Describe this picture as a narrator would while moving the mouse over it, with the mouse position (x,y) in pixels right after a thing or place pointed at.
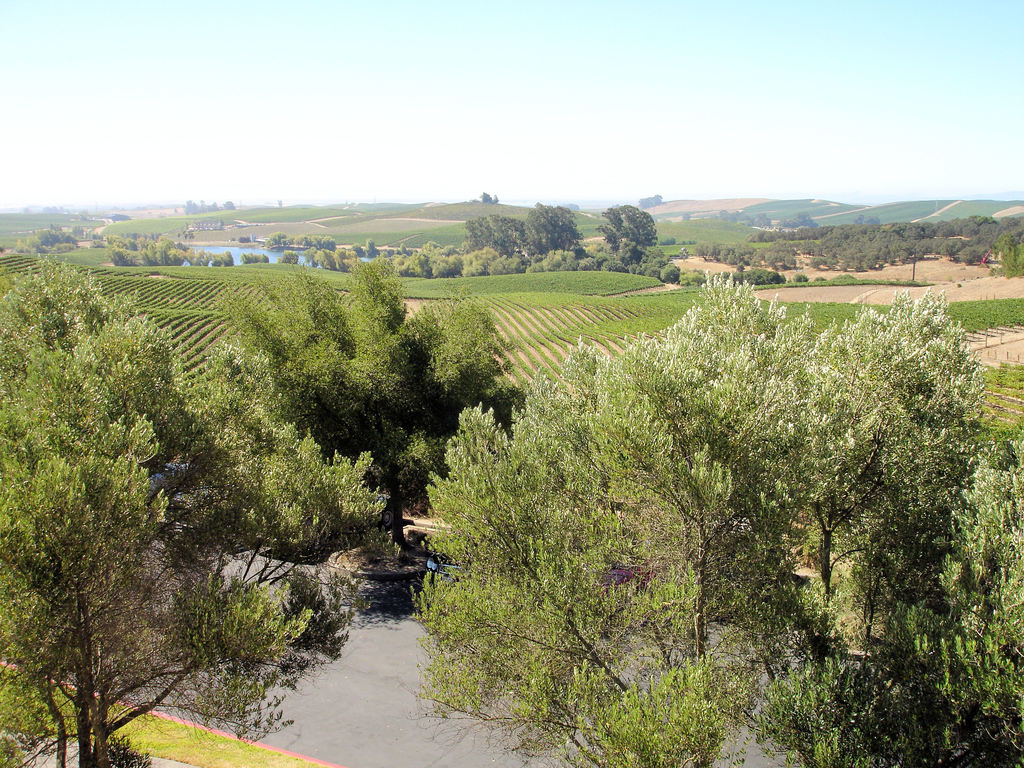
As we can see in the image there are trees (419,455), water (222,251) and grass (235,266). On the top (405,57) there is sky (222,29).
